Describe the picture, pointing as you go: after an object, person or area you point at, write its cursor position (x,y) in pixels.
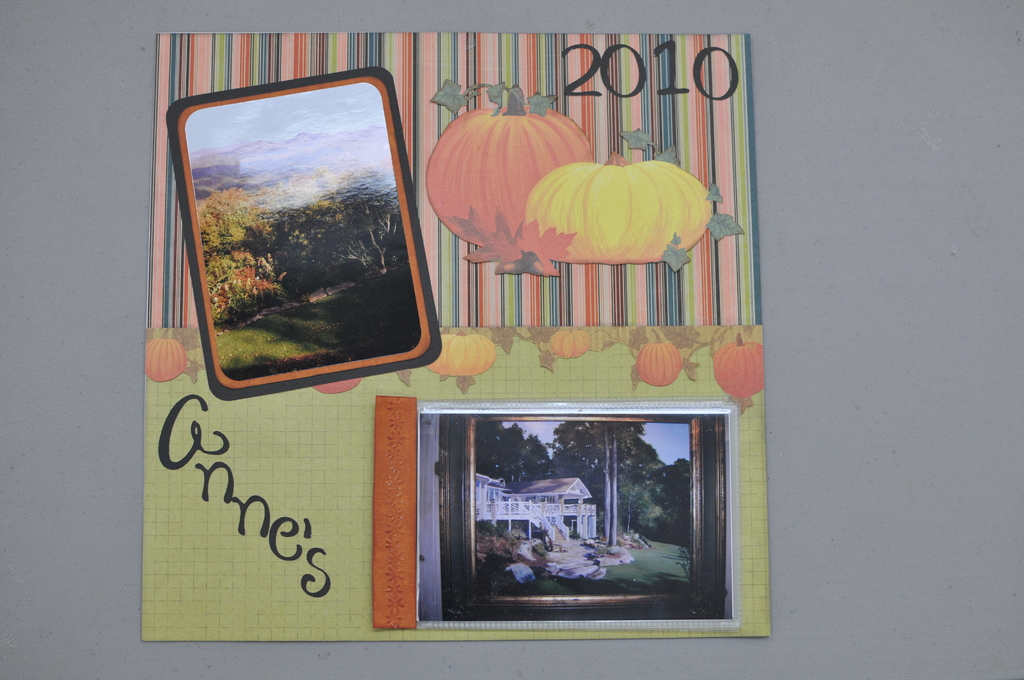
In this image we can see a paper (504,397) with some designs (503,213). On that there are two images (308,343). In the top image (390,339) there are trees (291,219). In the bottom image (572,509) there are trees (603,506) and a building (522,491). Also something is written on the paper (538,85). In the back (113,507) there is a surface (596,652).
